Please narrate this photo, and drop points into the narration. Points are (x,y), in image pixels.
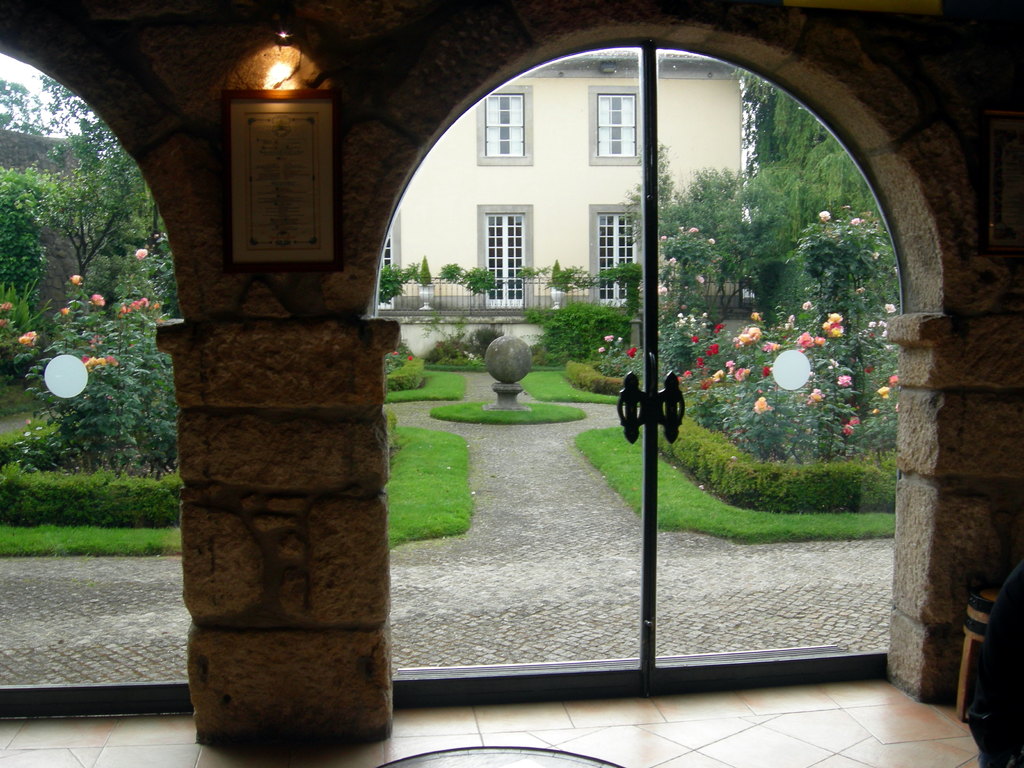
In this image, we can see two pillar (233,481) and there are some green color plants (774,403), there are some trees (736,210), there is a house (487,224).
